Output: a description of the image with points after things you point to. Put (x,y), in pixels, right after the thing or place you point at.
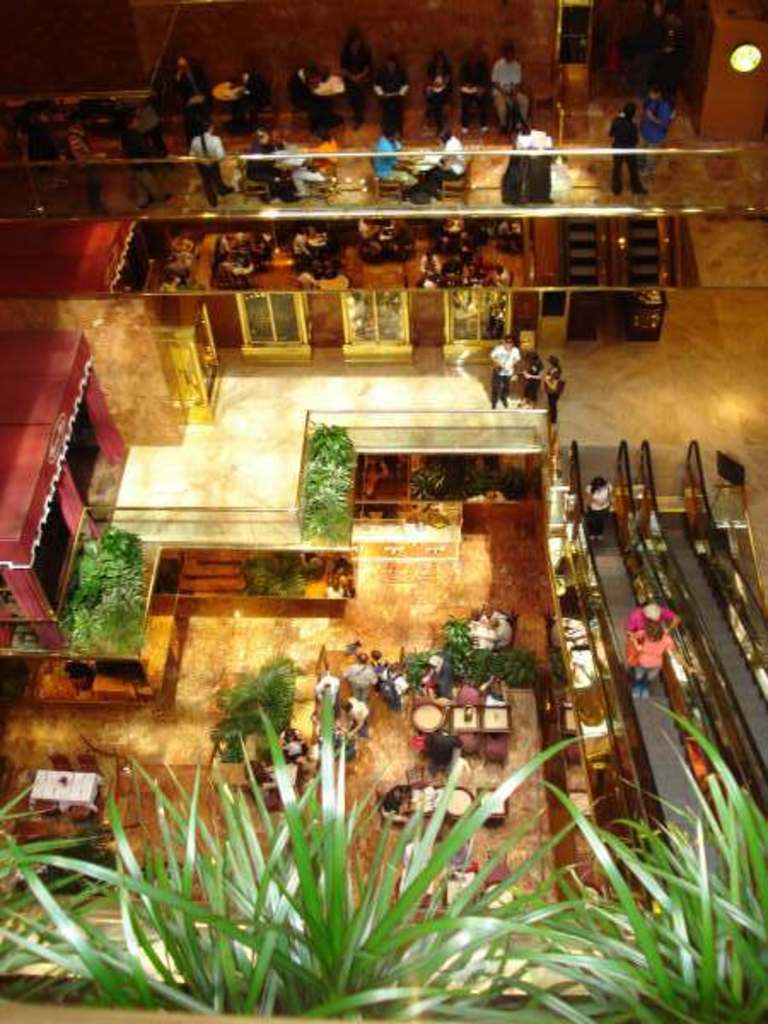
This picture is taken from the top view of the image. In this image, at the bottom (383,968), we can see some plants (532,957). At the top (519,80), we can see a group of people (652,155) sitting on the chair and few people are standing. In the middle of the image (336,594), we can also see a group of people (425,670), plants (229,720), escalator (767,667) and a door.
